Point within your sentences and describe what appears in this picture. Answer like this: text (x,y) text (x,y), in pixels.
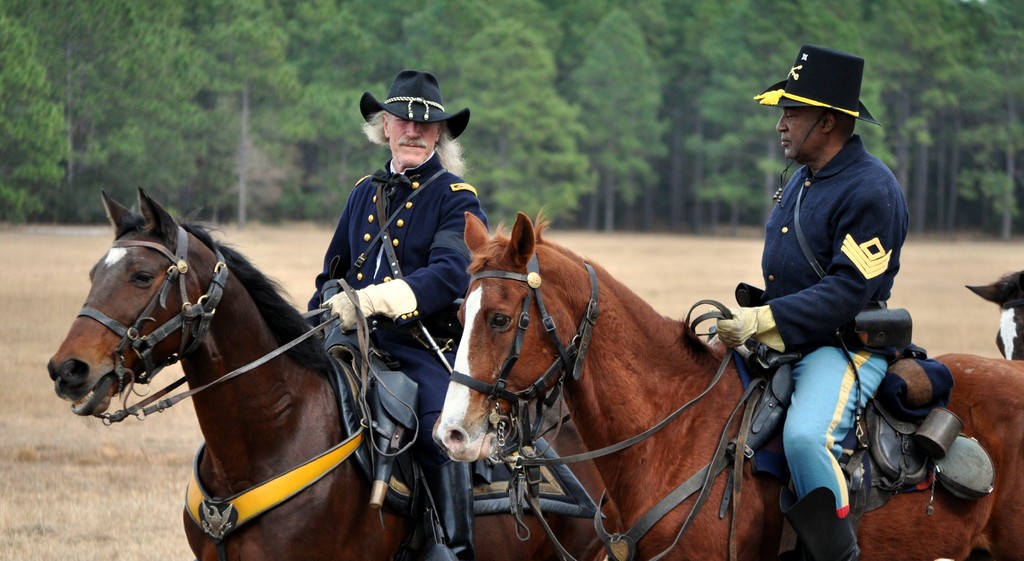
In this image I can see two horses (615,361) which are brown, black and white in color. I can see they are tied with the belts (532,458) which are black in color. I can see two persons (759,301) wearing blue colored dresses (428,223) are sitting on the horses (558,293). In the background (672,285) I can see another horse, the ground (963,351) and few trees (574,74) which are green in color.
